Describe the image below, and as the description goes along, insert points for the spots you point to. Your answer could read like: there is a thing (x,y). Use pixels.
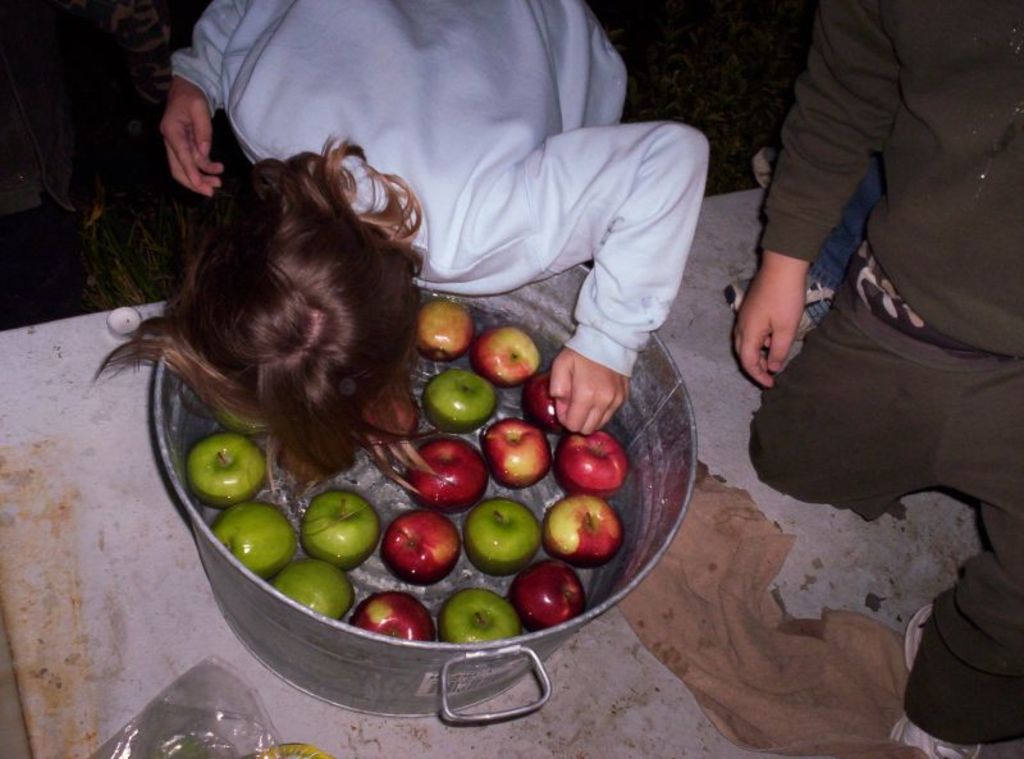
In this picture, we see a bucket (587,578) containing water (412,593), green and red apples (389,539) are placed on the white color table (630,673). Beside that, the child (401,125) in white jacket (294,37) is trying to pick up the apples (598,449) from the bucket (412,672). Beside that, we see a brown colored cloth (711,618) and we even see the person (907,347) in the dark jacket (1018,166) is kneeling. At the bottom of the picture (240,707), we see a plastic cover (231,697) placed on that table (250,655).
